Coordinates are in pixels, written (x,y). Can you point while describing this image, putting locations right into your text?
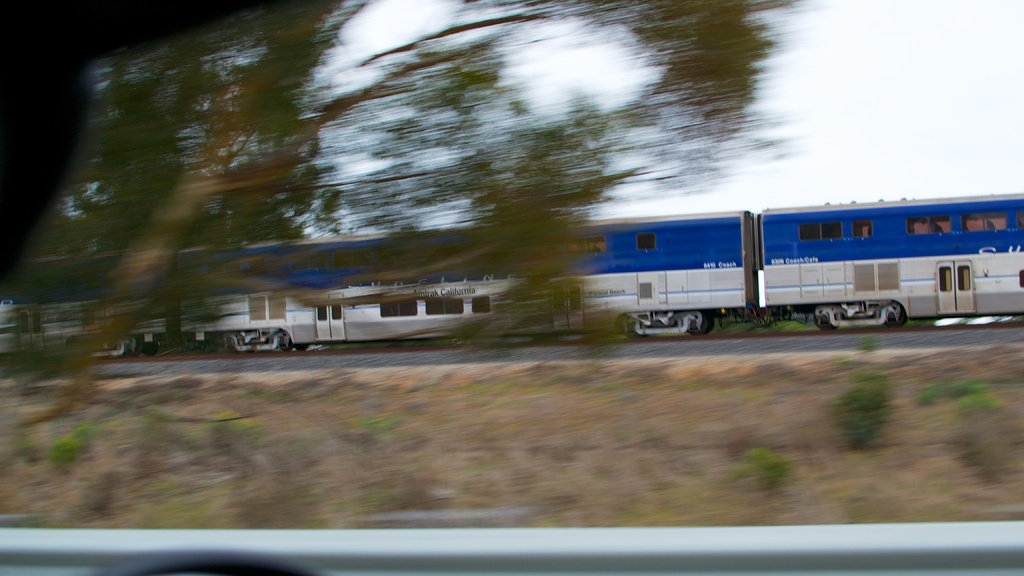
In the picture I can see a train (688,285) on a railway track (799,337). On the left side (127,158) I can see a tree (188,176). In the background (459,17) I can see the sky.
